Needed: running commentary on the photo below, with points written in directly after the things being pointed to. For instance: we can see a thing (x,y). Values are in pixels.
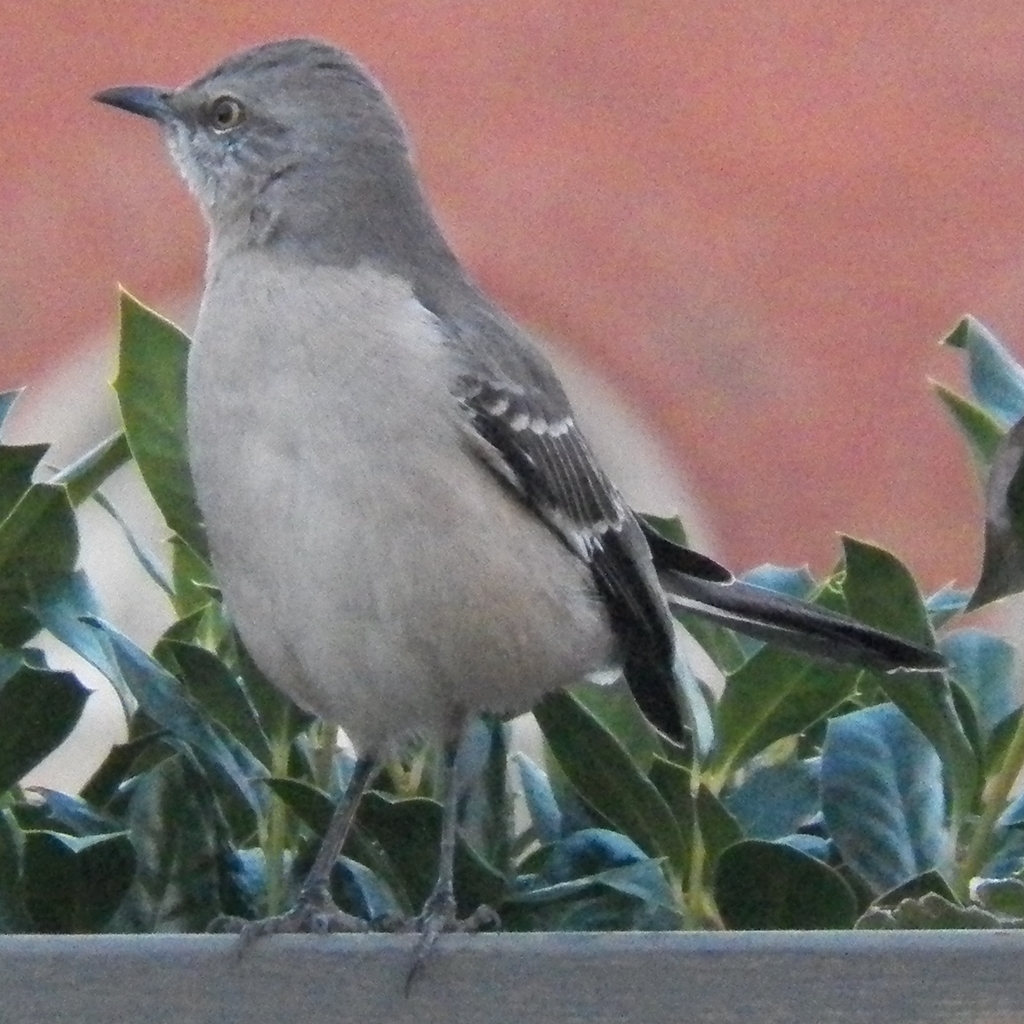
In this image there is a bird (447,779) standing on a pot (735,958), in the background (781,824) there are plants (587,815).
